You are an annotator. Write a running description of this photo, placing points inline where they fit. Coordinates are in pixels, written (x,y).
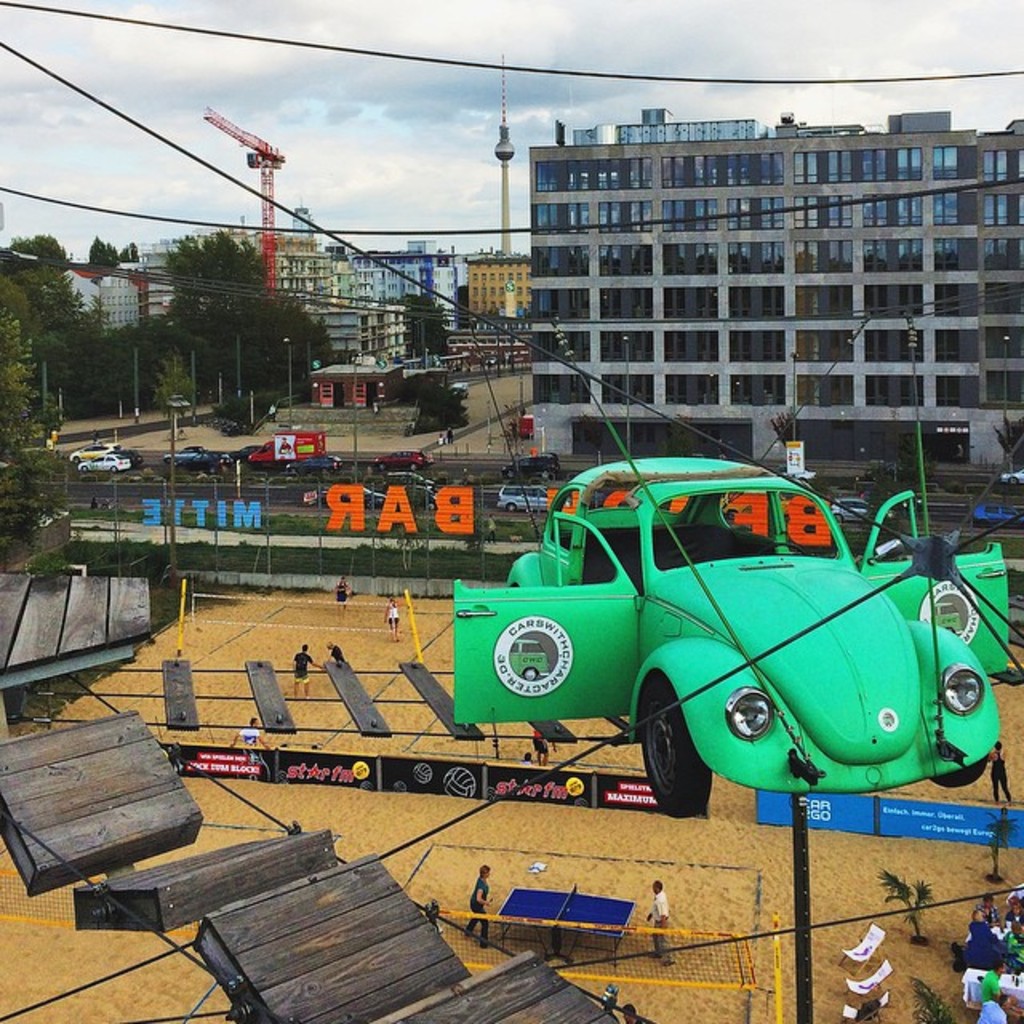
In the center of the image (603,618) we can see a fun ride (261,930). At the bottom (483,893) there are people (657,899) and there is a table tennis (557,913). We can see a net (65,912). In the background (842,103) there are buildings (328,285), trees (265,362), ropes (269,229) and sky (470,188). We can see a crane (255,149). There are poles (172,466) and cars (255,455). On the right (998,972) there are chairs (858,957) and we can see people (997,954) sitting.
